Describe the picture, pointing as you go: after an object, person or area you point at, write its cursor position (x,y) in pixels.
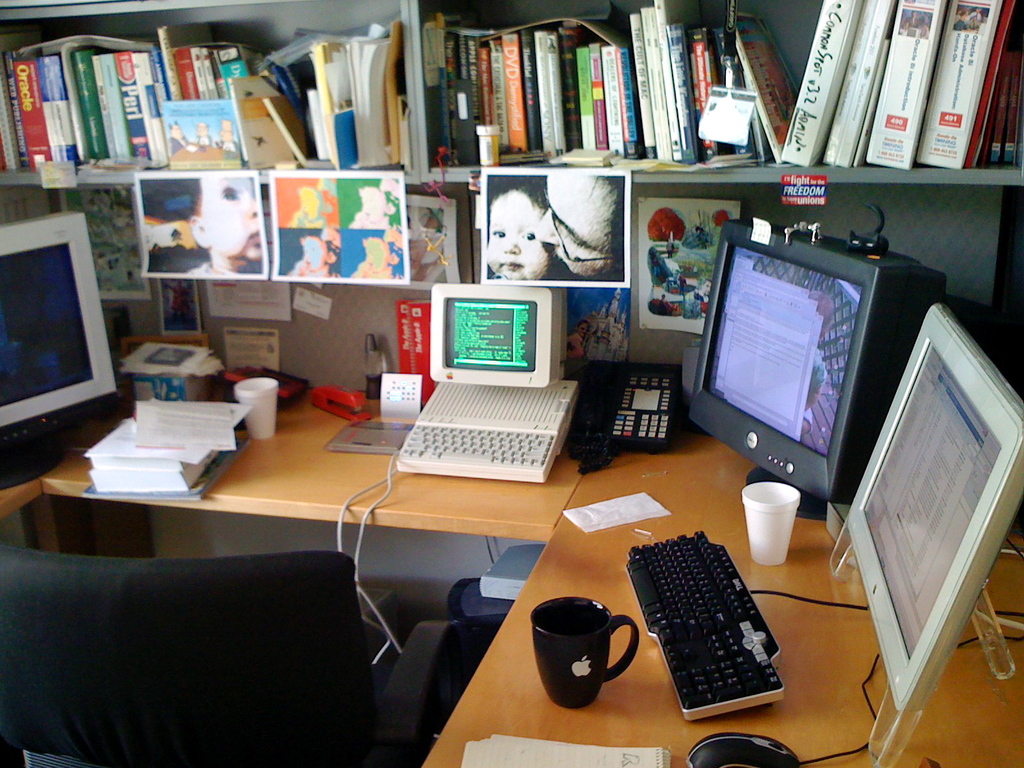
In this picture we can see computers (56,267) on the table (824,753). This is the keyboard (712,662), and this is mouse (742,757). And we can see cups (762,543) on the table (792,556). This is the rack (929,171) and there are some books (618,96) on this rack (524,126). These are the frames (518,222) and this is the chair (182,662).
